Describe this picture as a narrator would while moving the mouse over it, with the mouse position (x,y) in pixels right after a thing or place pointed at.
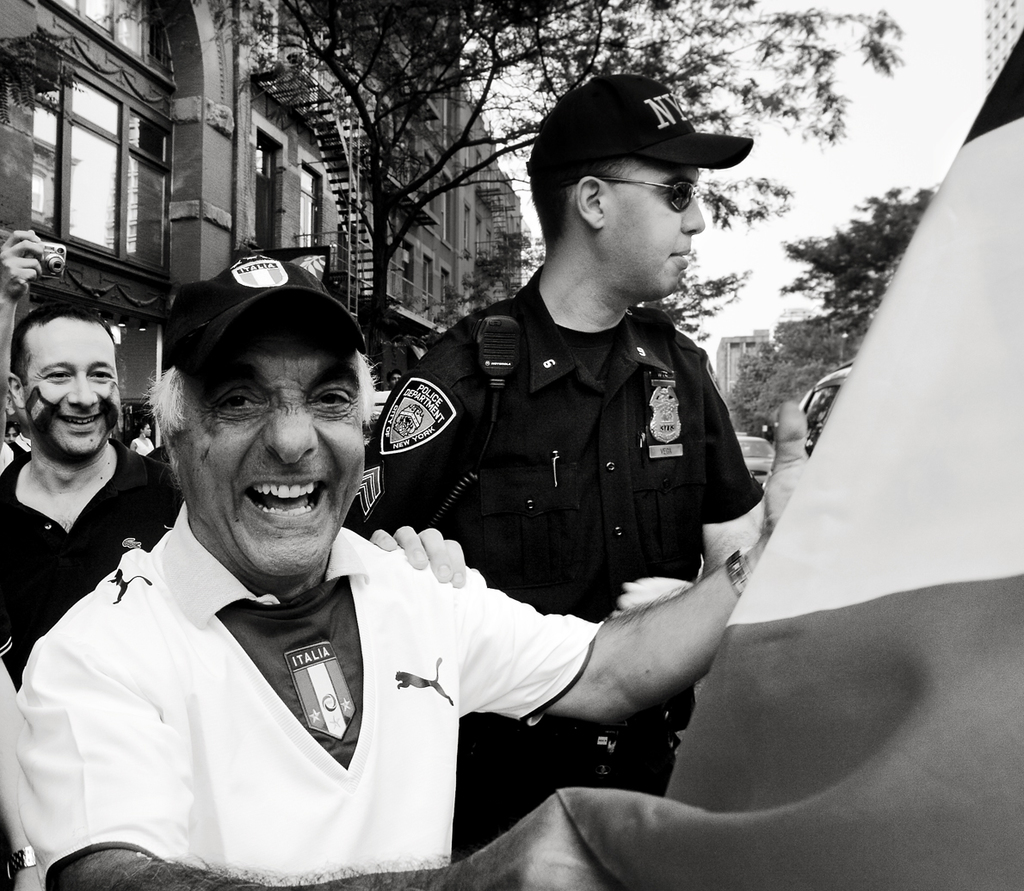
In this picture we can see a group of people (210,652) smiling where a man (296,544) is holding a flag (841,796) with his hands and in the background (33,284) we can see a camera (46,267), buildings (289,91) with windows (68,183), trees (786,363), sky (738,249).
